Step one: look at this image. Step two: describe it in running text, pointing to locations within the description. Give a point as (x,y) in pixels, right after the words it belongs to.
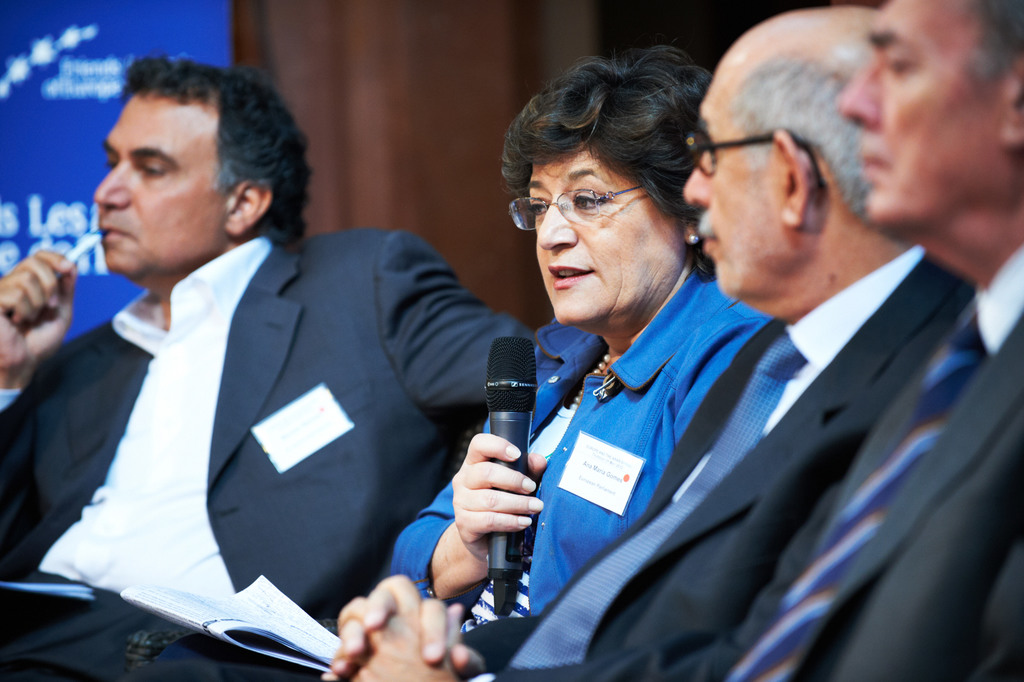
In this image there are group of persons (653,339) sitting at the middle of the image (589,291) there is a woman (589,291) wearing blue color holding a microphone (525,357) in her hand (503,473).
